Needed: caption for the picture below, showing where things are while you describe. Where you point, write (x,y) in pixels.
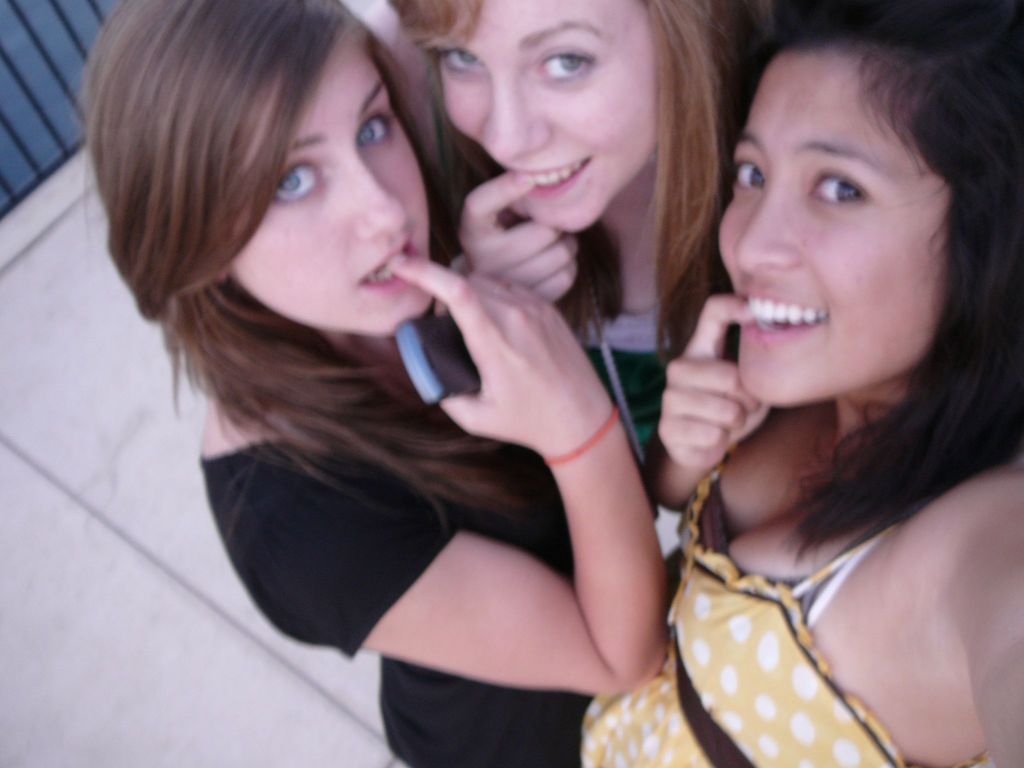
In this image, there are a few people (434,635). We can see the ground (15,628). We can also see some black colored rods (54,67) on the top left corner (47,61).
